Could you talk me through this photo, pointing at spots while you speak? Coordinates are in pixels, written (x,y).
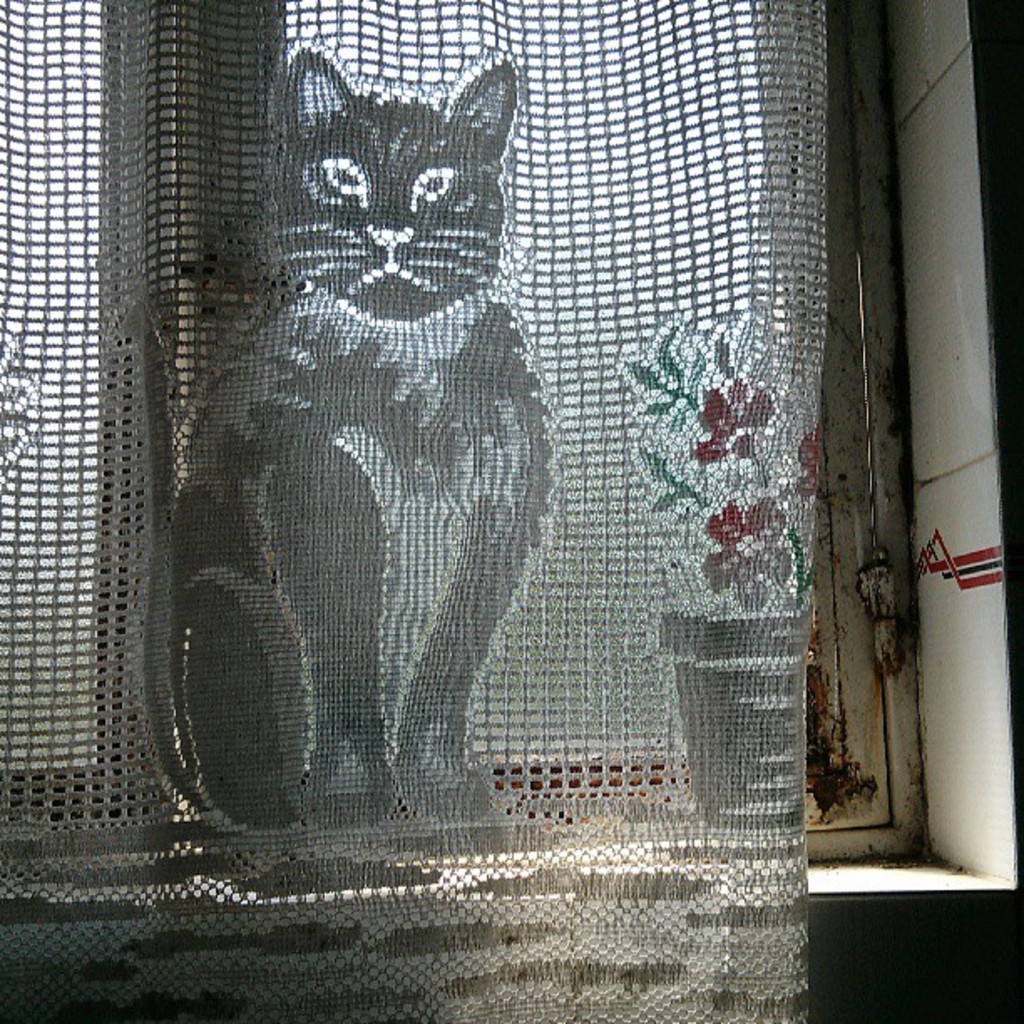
In this picture there is a grey net window cloth (622,618) which is hanged near to the window (841,560). In that cloth (755,250) I can see the shape of the cat (421,368), flowers (738,549) and pot (721,704). Through the window (856,393) I can see the sky (641,147).
